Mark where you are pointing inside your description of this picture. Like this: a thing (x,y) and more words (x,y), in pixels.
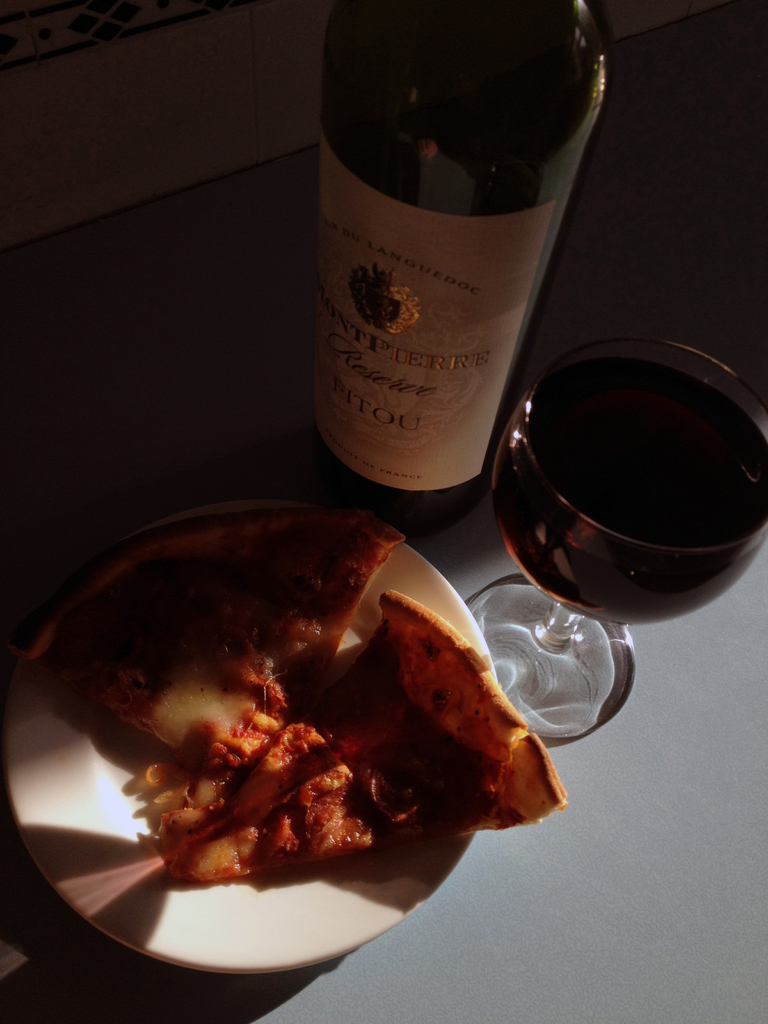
In this picture we can see a bottle (458,303) beside to it glass (649,572) with drink (621,605) in it and in front of it there is plate (340,676) with food (346,812) in it and this are placed on some table (596,737).
